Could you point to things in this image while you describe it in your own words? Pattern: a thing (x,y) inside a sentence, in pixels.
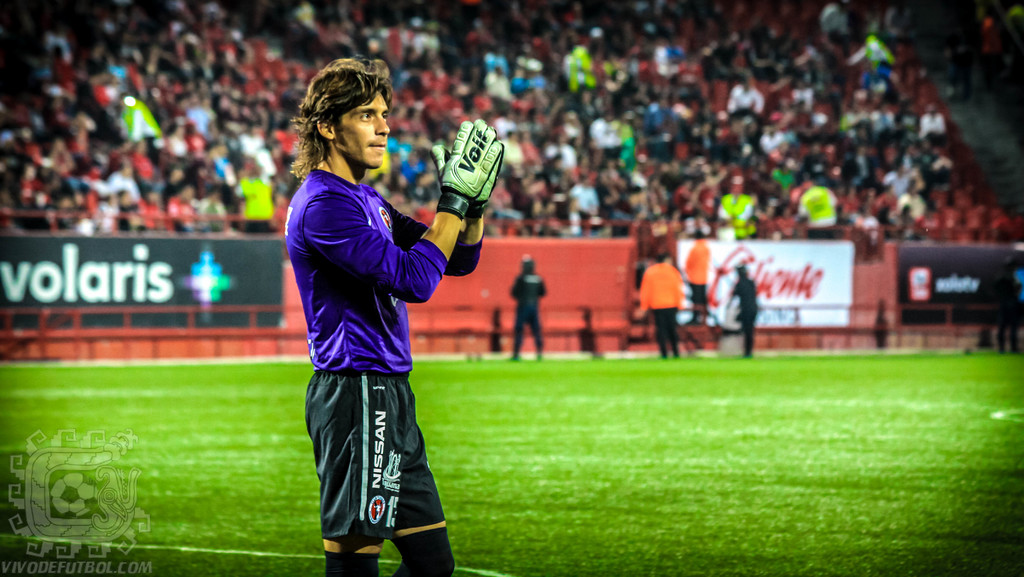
In the center of the image (371,306) we can see a sportsman (368,311) standing. In the background (668,162) there is crowd (588,89) sitting and we can see people (518,279). At the bottom (811,486) there is grass (470,482) and we can see boards (829,298).
